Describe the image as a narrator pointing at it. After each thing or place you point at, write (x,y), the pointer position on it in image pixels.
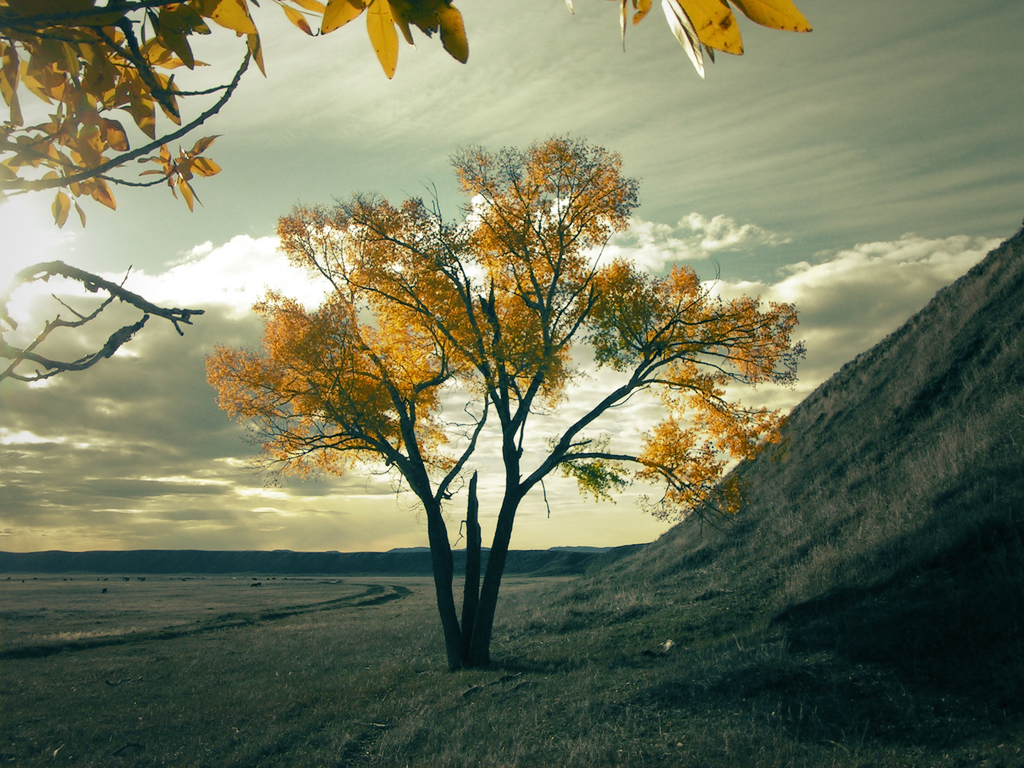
In this image we can see a land (340,673) and a tree (501,355). Behind the tree (507,371) sky (759,131) with cloud (279,274) is present.
